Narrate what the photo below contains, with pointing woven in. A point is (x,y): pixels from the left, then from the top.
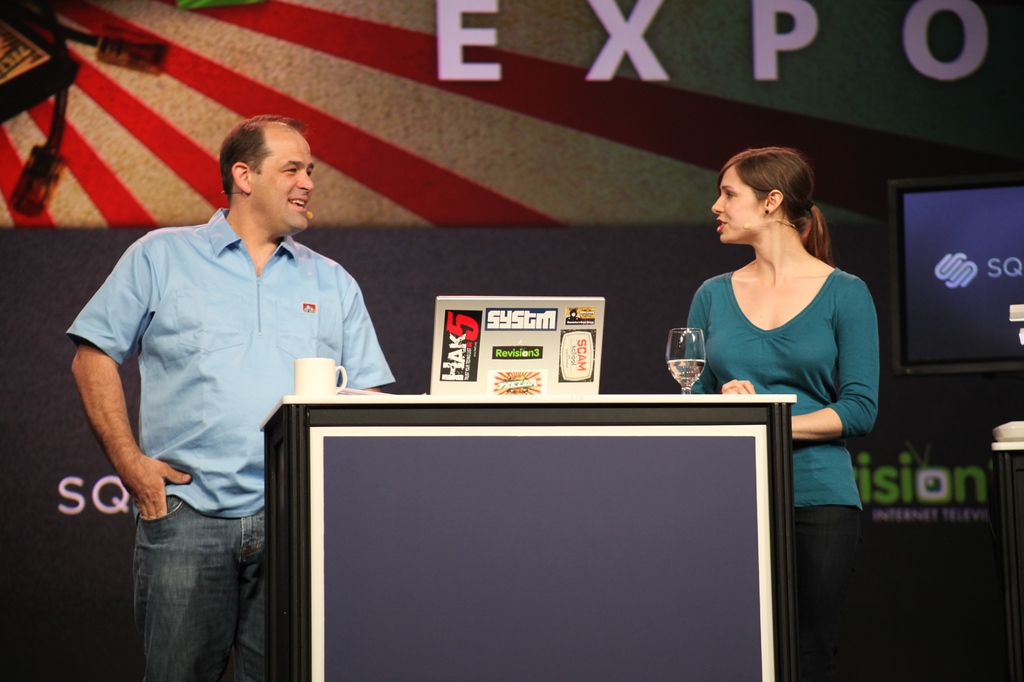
In this picture I can see a man (203,449), woman (783,219) standing and talking in front of the table (423,449), on which I can see a cup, a glass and a laptop (497,365) are placed.
